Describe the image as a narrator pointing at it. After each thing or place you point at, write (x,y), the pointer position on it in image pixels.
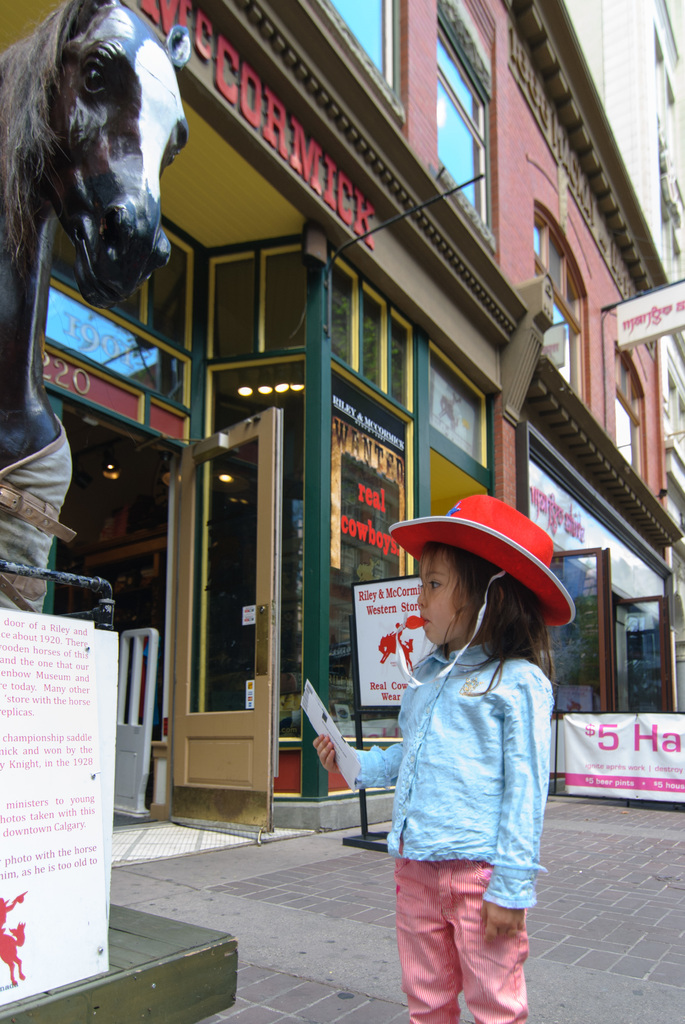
A little girl (533,584) is standing and observing the statue (139,208) of a horse (129,202). This girl (542,610) wore a red color hat (515,557). This is the building (505,252).
